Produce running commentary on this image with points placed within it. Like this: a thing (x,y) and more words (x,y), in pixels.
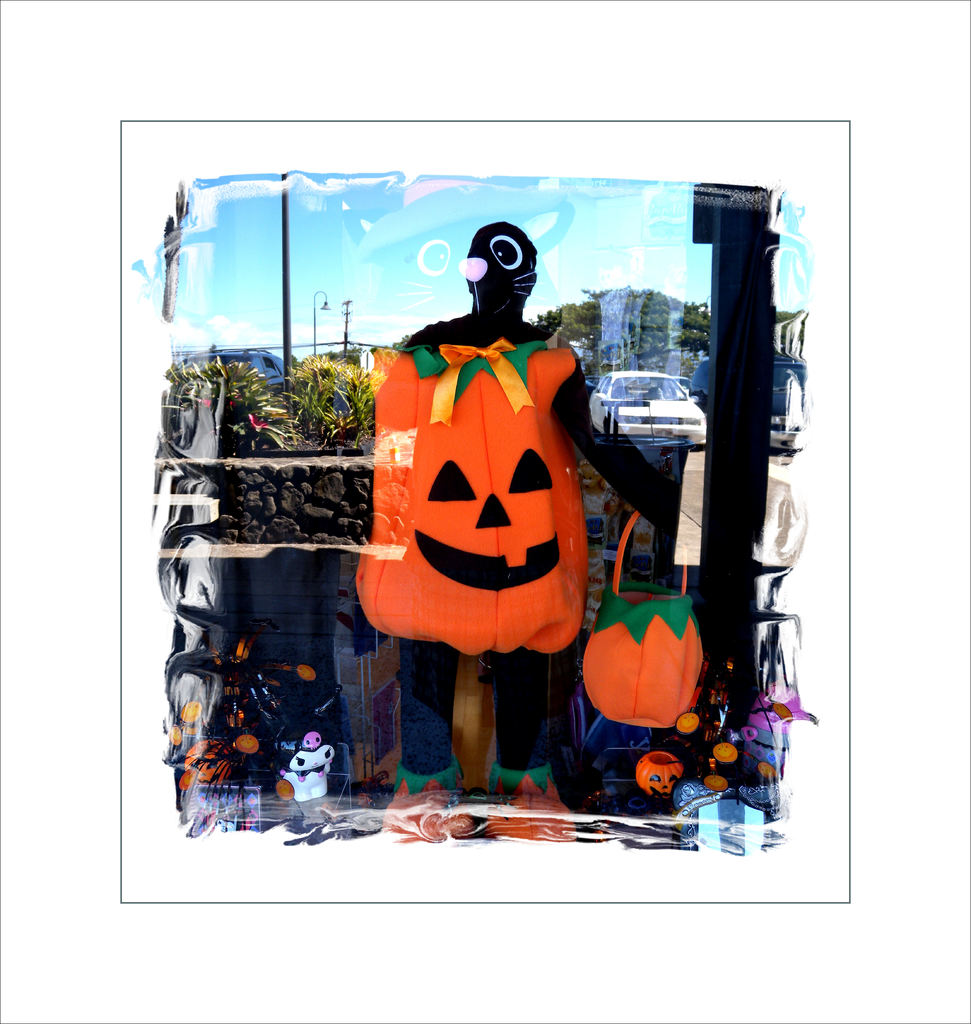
In the center of the image (609,607) we can see a person (550,450) holding a basket (623,605). In the background (266,350) there are trees (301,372), cars (255,357), poles (282,344) and sky (370,199).
